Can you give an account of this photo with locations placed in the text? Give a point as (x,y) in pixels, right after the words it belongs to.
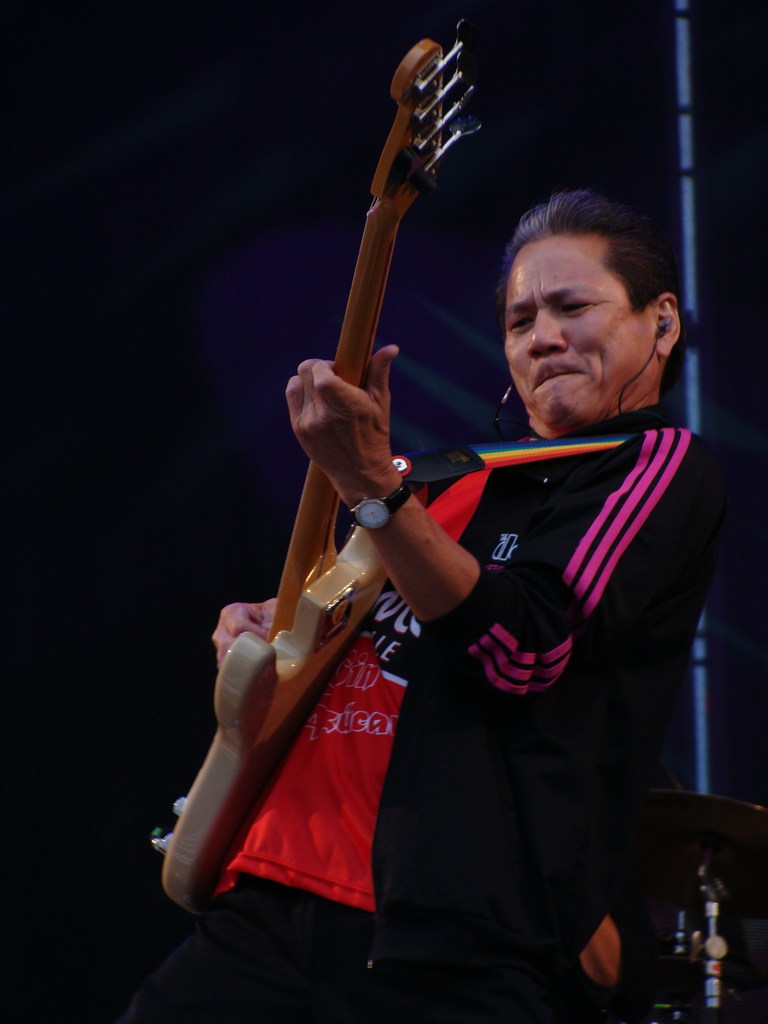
In the picture I can see a man (441,563) is standing and playing a guitar (317,546). The man (525,651) is wearing a jacket (536,628). The background of the image (189,531) is blurred.
